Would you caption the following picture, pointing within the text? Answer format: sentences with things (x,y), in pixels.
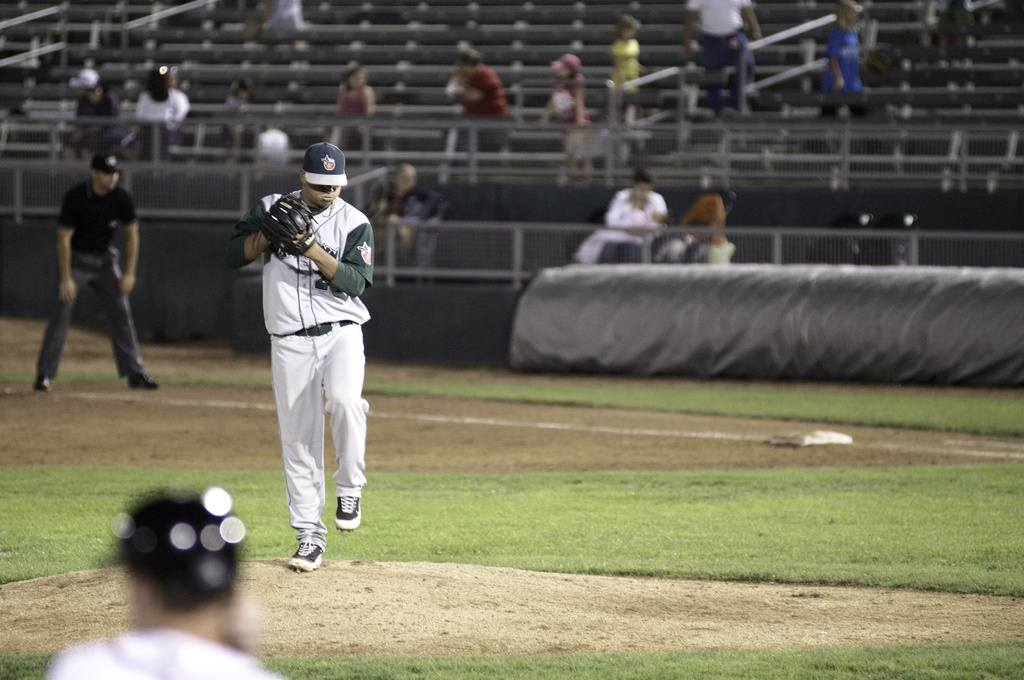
In this picture we can see three people (294,309) and two men (133,241) are standing on the ground (521,563). In the background (77,10) we can see some people (480,106), railings (491,256) and some objects (175,43).
